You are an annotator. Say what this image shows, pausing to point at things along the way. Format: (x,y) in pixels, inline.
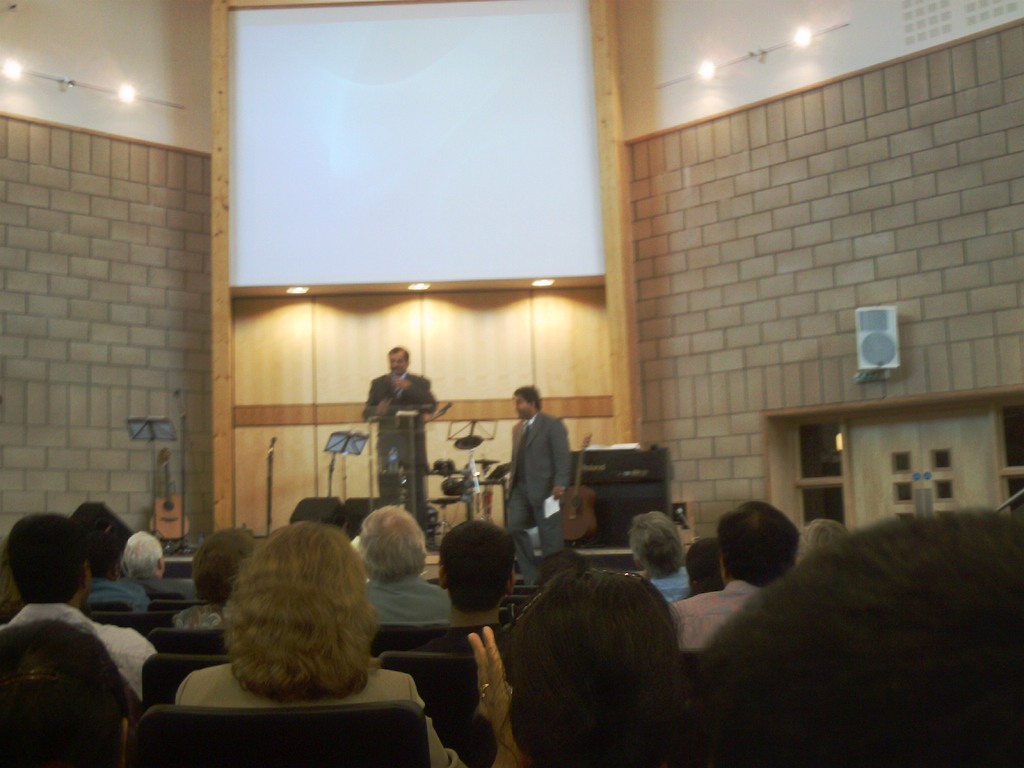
In this picture there are people (277,563) those who are sitting on the chairs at the bottom side of the image (437,612) and there is a man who is standing in the center of the image (398,474) in front of a desk (397,427) and a mic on the stage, there is another person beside him and there is a speaker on the wall (915,340) on the right side of the image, there is a projector screen (565,165) at the top side of the image (560,87) and there are lamps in the image.
